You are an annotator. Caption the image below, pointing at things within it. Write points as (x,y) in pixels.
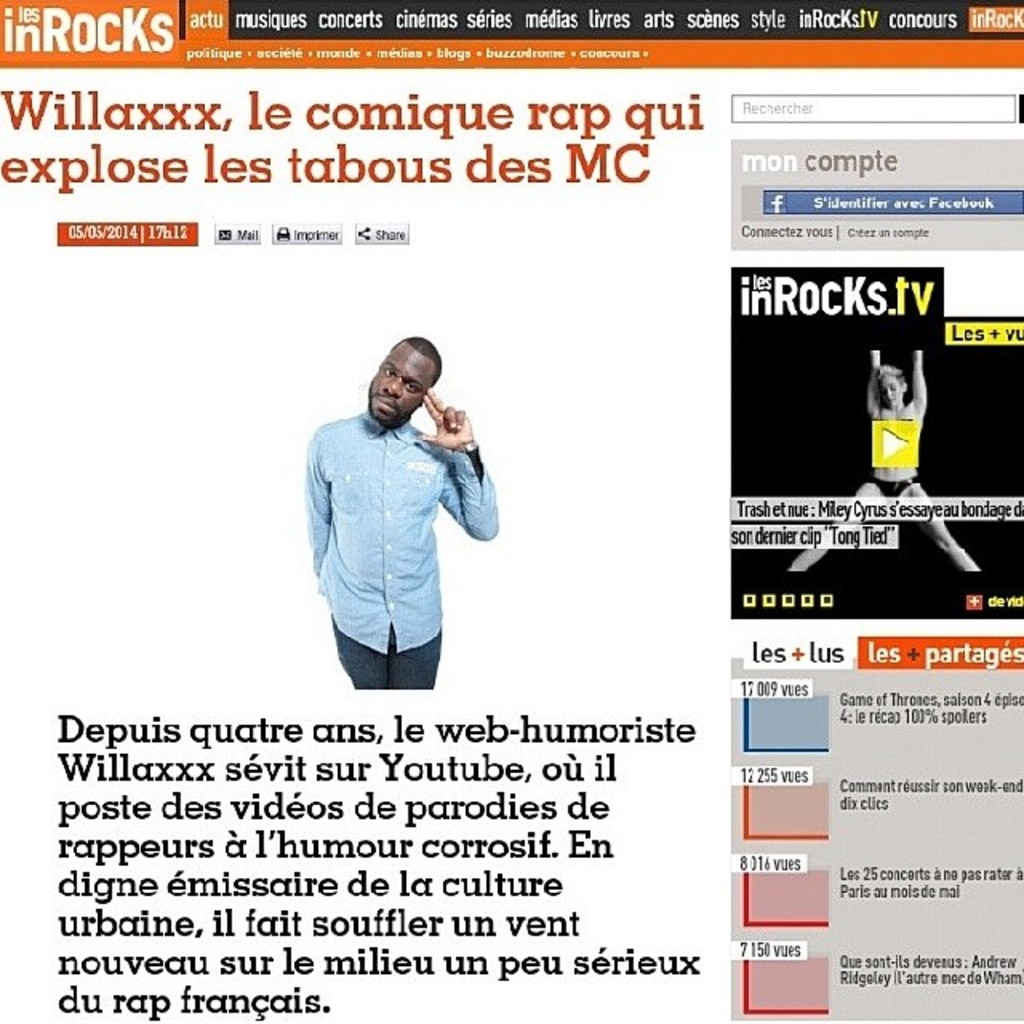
This is the web page where we can see man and some text (519,740). Right side of the image (981,373), one more image (951,423) is there. On image (947,445) play button symbol (887,441) is present.
